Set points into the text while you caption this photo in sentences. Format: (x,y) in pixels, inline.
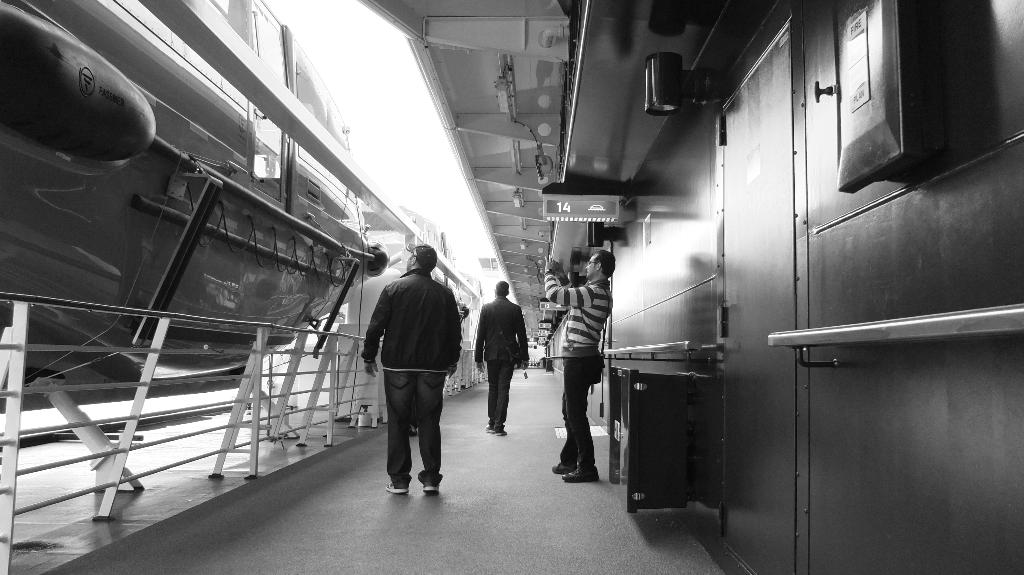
In this image there are three persons (520,368), the first person (404,345) is standing, other person (491,347) is walking, and the third person (577,350) is taking photograph, there is ship (185,145), there is a board (577,208) with 14 number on it.
